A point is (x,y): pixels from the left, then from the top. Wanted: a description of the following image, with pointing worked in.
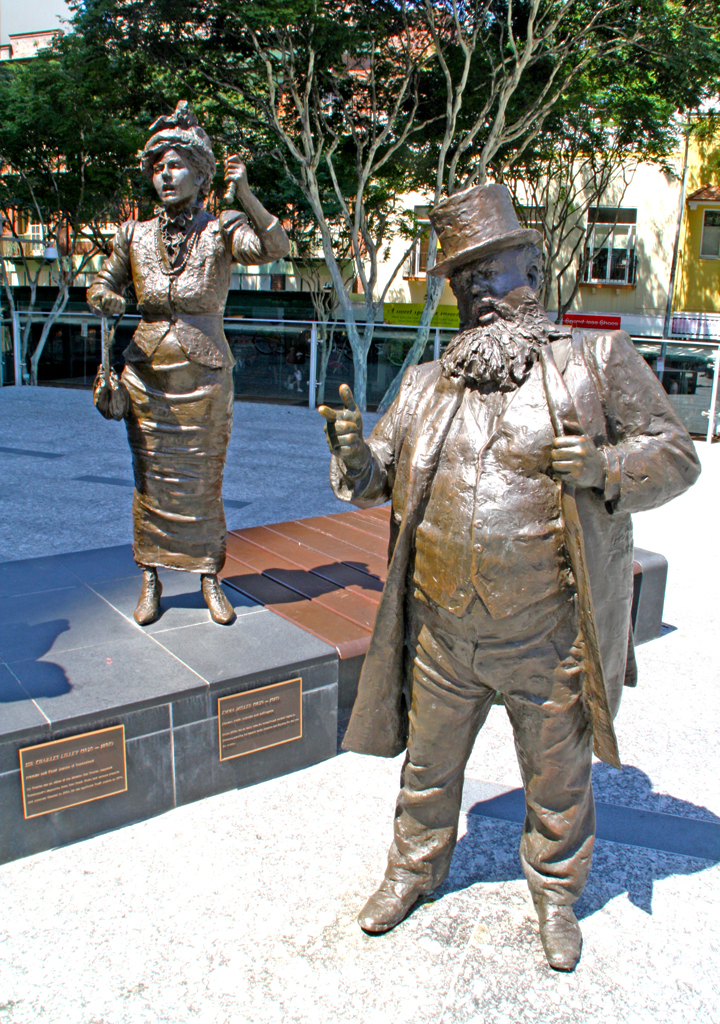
In this picture there are two statues (205,444) which are in brown in color. Woman statue (173,503) towards the top left (146,313) and man statue (461,546) towards the right (544,648). On the top (134,147) there are trees (135,128) and buildings (593,191).
